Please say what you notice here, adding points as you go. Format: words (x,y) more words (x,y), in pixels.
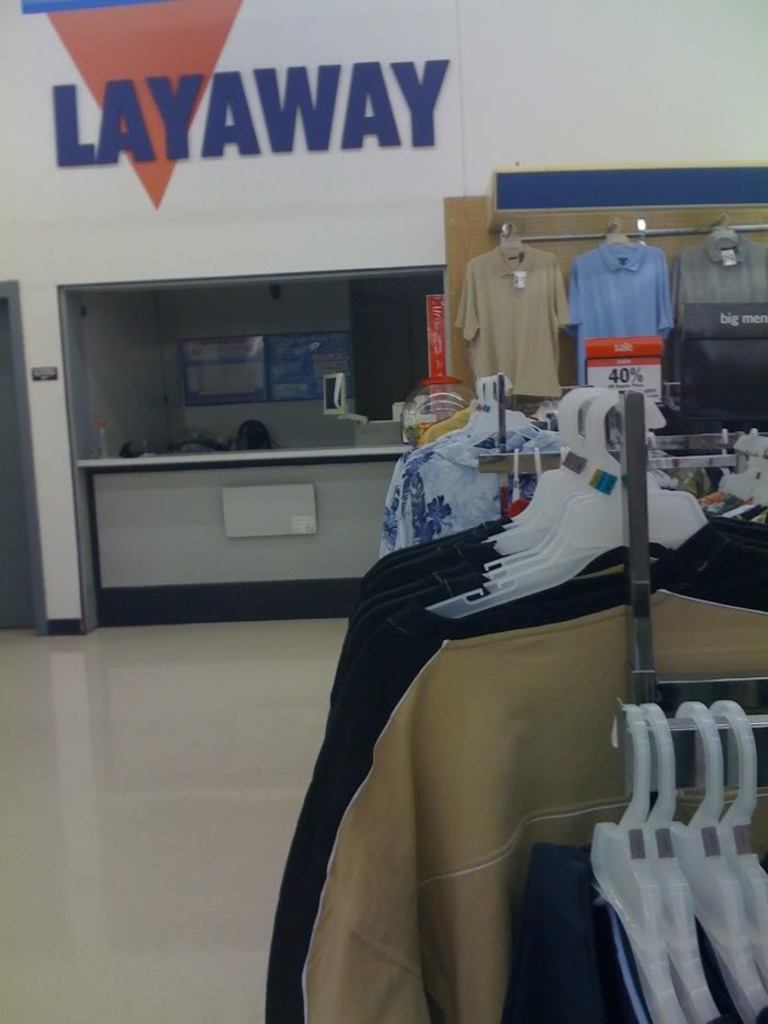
This picture shows an inner view of a store (658,466) and we see clothes (585,582) to the hangers (500,586) and we see a table (130,477) and a price display board (600,341).
